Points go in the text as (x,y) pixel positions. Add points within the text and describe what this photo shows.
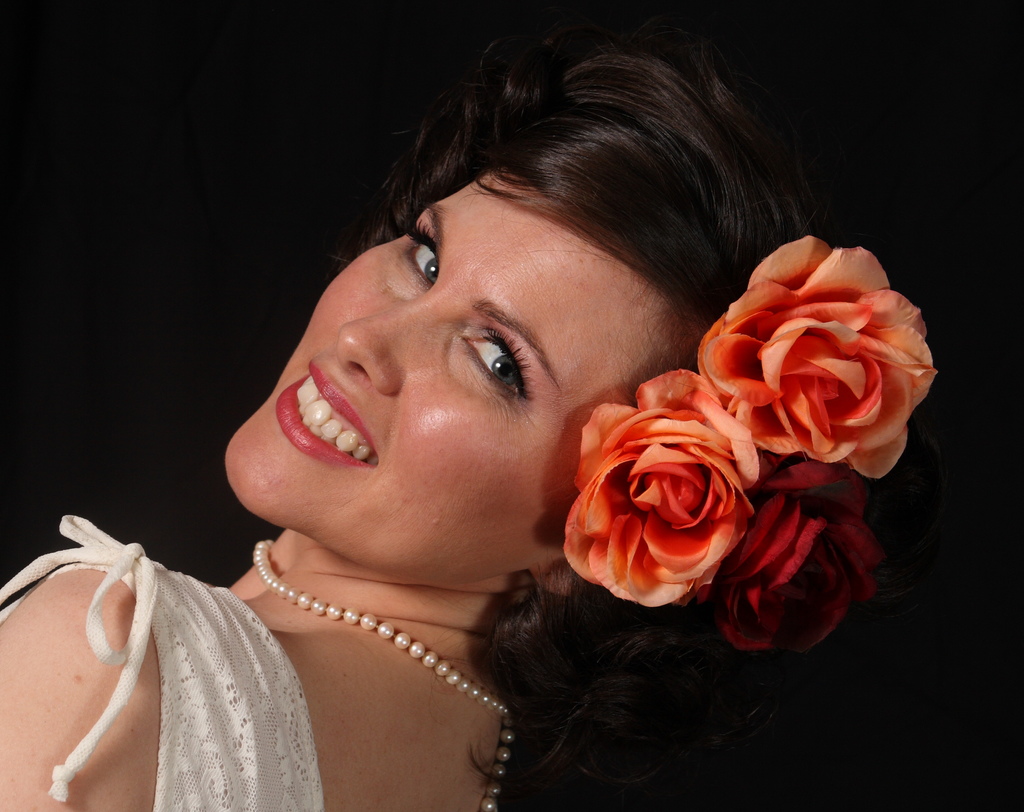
In this image I can see the person (312,428) and the person (252,784) is wearing white color dress (298,767) and I can see few flowers (691,390) in orange color and I can see the dark background (135,131).
